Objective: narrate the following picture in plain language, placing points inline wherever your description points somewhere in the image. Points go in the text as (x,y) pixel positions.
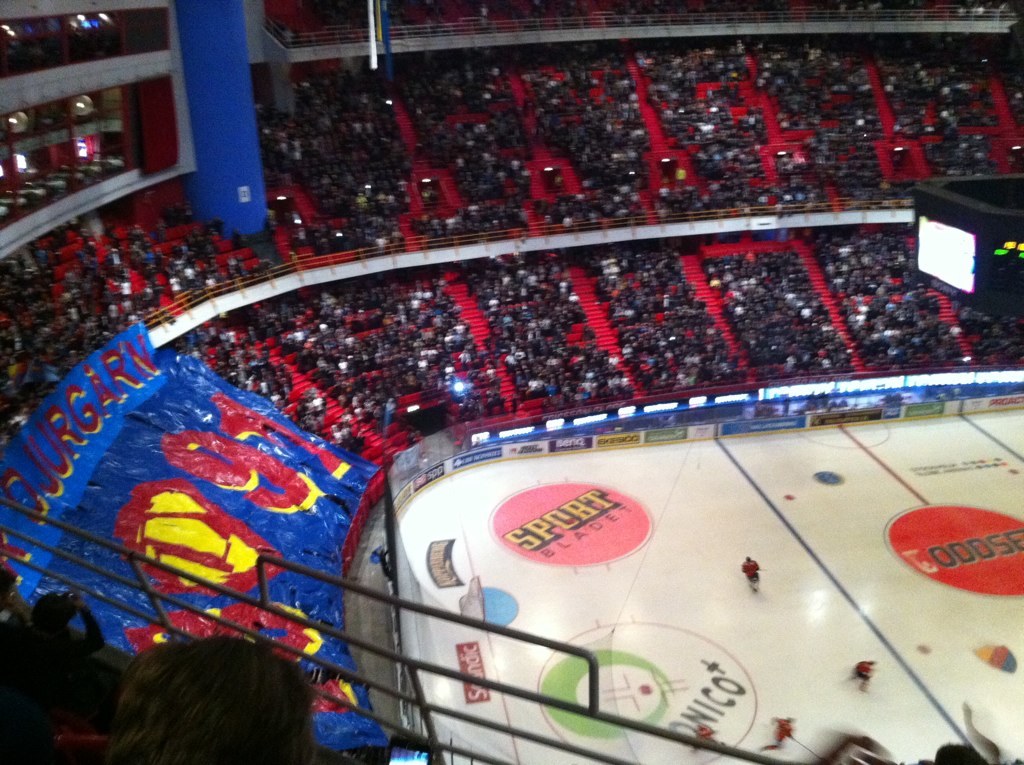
This image is taken in a stadium (758,520). In this image we can see some players (704,733) playing. We can also see many people (572,365) sitting in the stands (662,286). The image also consists of a painting (205,410) with a logo (195,491) and number (272,506) and also the text (106,361). We can also see the screen (954,249) and also the fence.
